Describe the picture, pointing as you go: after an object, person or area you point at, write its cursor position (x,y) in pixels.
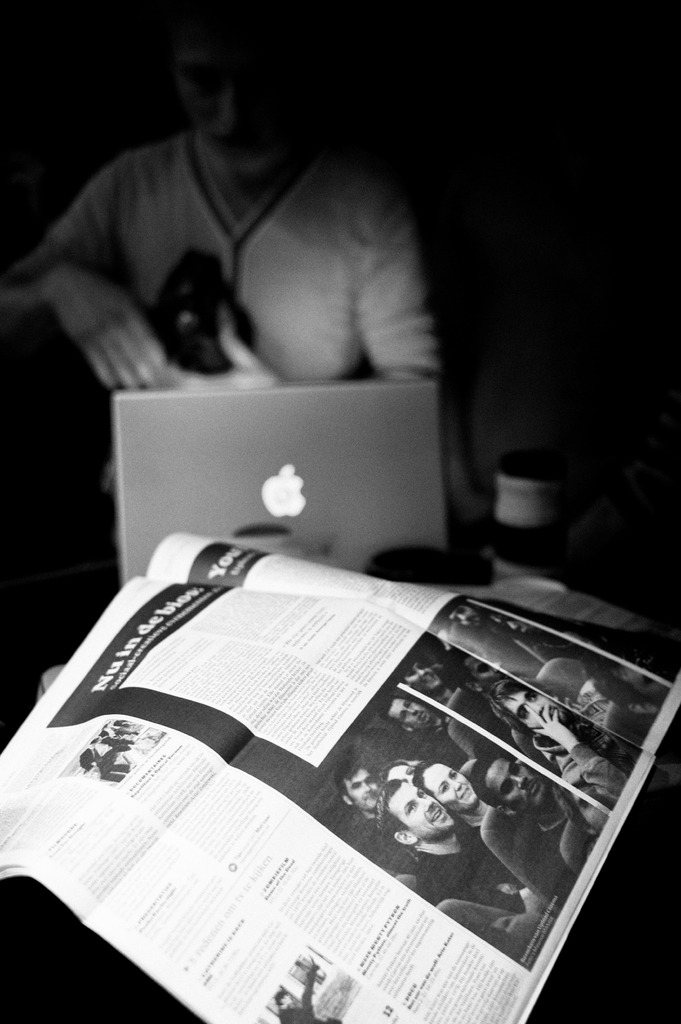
This is a black and white image and here we can see a person (226,268) holding an object (193,340) and there is a laptop (183,445), a newspaper (371,849) and some other objects (485,554).
